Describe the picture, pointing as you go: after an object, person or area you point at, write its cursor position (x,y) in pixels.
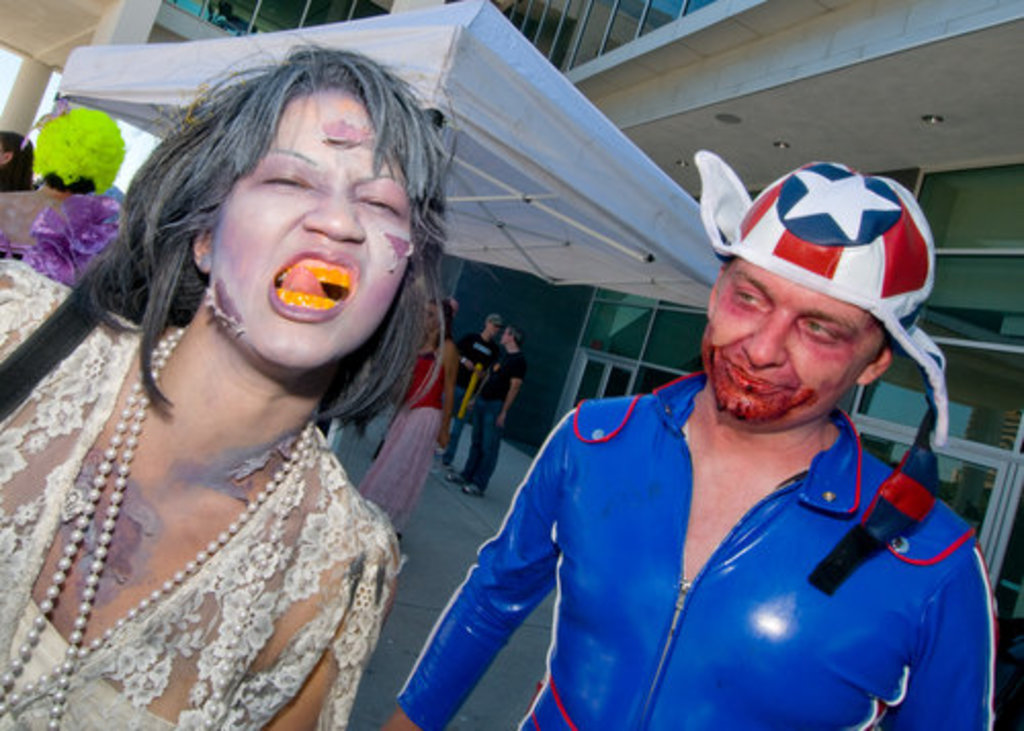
In this image in the center (674,457) there are two persons (511,541) who are standing and they are wearing some costumes (665,445) and make up (118,569). In the background (454,378) there are a group of people (450,360) who are standing and there is one building (768,119) and glass windows (670,359), at the bottom (427,575) there is a walkway (413,567).
